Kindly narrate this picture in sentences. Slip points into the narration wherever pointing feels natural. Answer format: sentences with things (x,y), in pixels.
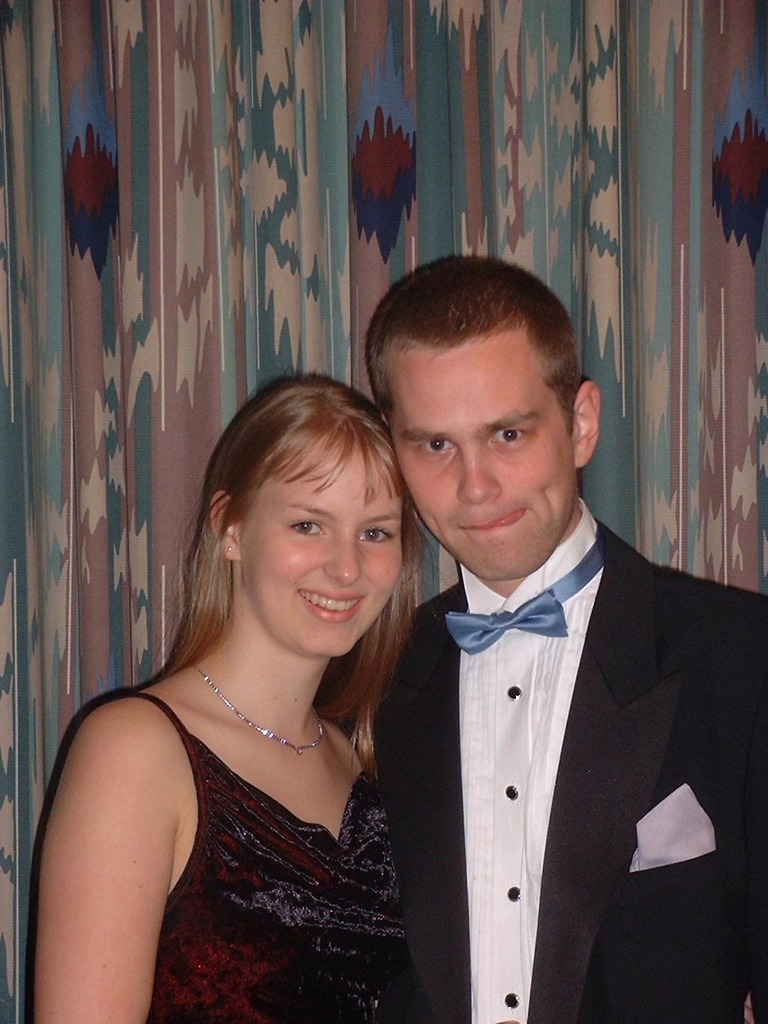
In this picture we can see there are two people (238,858) standing and the woman (245,756) is smiling. Behind the people (347,670), it looks like a curtain (411,209).
